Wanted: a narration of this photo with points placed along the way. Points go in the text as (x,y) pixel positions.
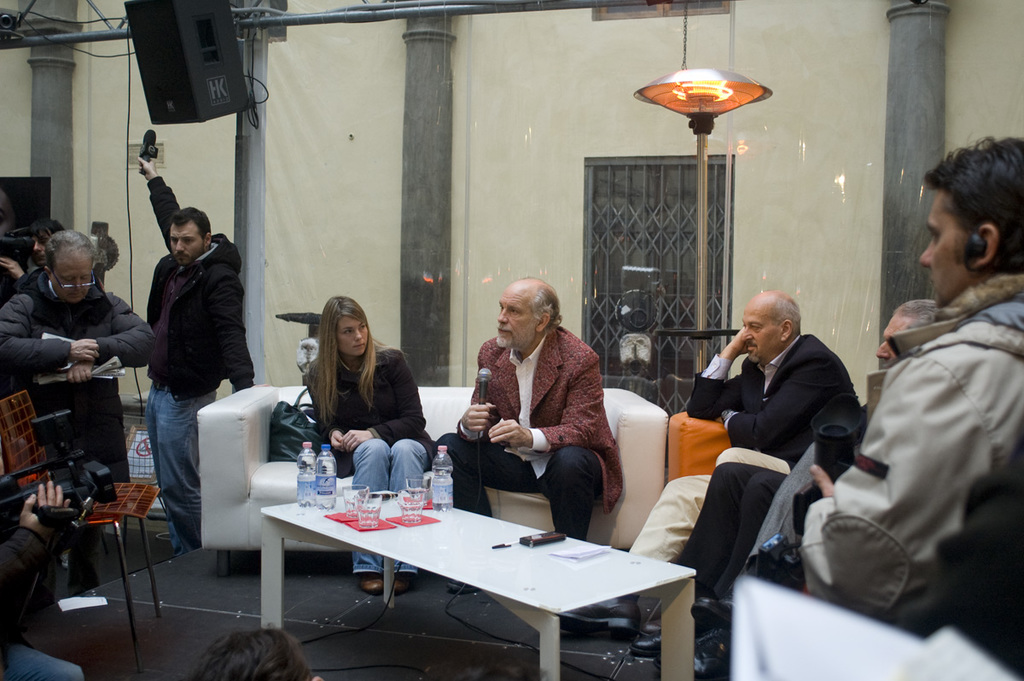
In the middle of the image (552,339) this man (536,289) sitting on the couch (469,394) and holding a microphone (484,383). Behind him there is a wall (602,76). In the middle of the image (352,342) there is a woman (335,385) sitting on the couch (223,414), In front of her there is a table (399,507), On the table (561,564) there is a glass (365,514) and water bottle (312,477). Bottom right side of the image (691,609) few people (1000,614) sitting. Bottom left side of the image (176,475) few people (213,289) standing and holding something in their hands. Top left side of the image (172,101) there is a speaker (154,54). Top right side of the image (750,96) there is a light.
